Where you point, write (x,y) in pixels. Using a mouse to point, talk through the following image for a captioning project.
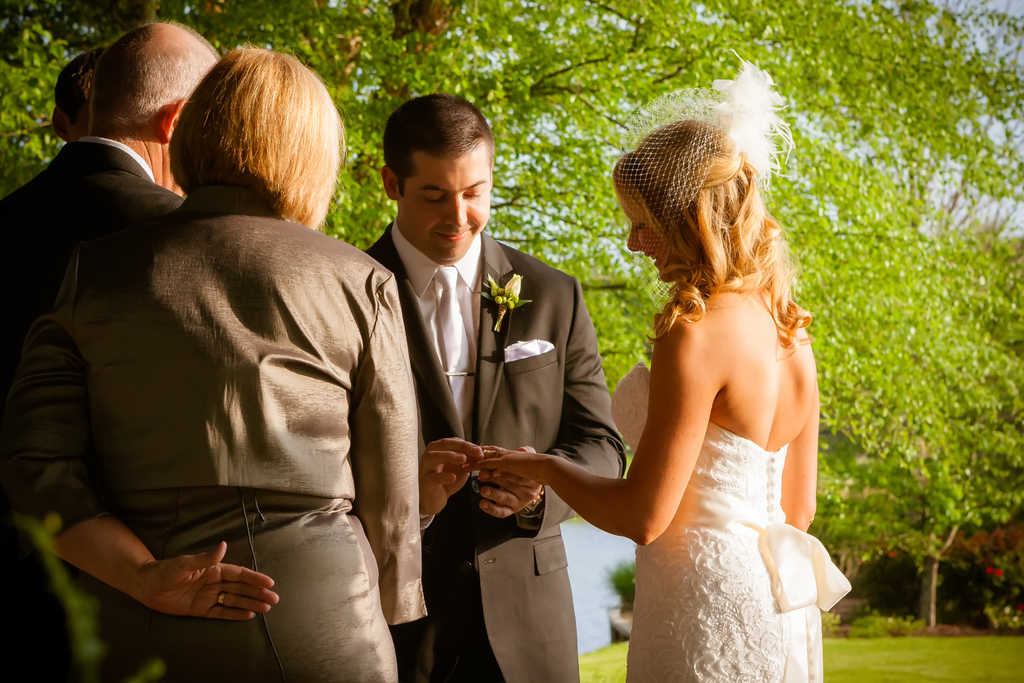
In this image I can see group of people (79,267) standing. The person (706,543) at right (709,529) wearing white color dress (709,529) and the person (588,449) at left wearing black blazer (547,399), white shirt (433,302) and white color tie (439,336), background (522,74) I can see trees (357,77) in green color and sky (979,2) in blue color.
